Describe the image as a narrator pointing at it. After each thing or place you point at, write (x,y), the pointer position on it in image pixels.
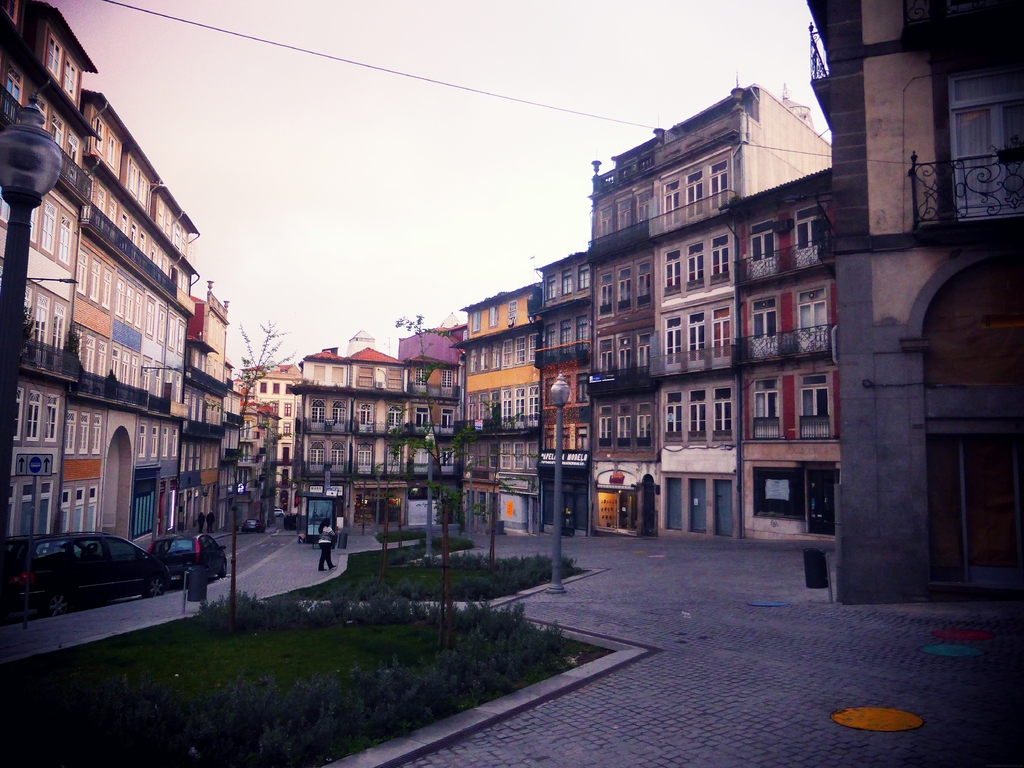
In the picture we can see the grass surface (366,660), poles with lamps (35,165), road (747,668) and some people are standing on it and buildings (885,411) and behind it we can see the sky (214,155).
